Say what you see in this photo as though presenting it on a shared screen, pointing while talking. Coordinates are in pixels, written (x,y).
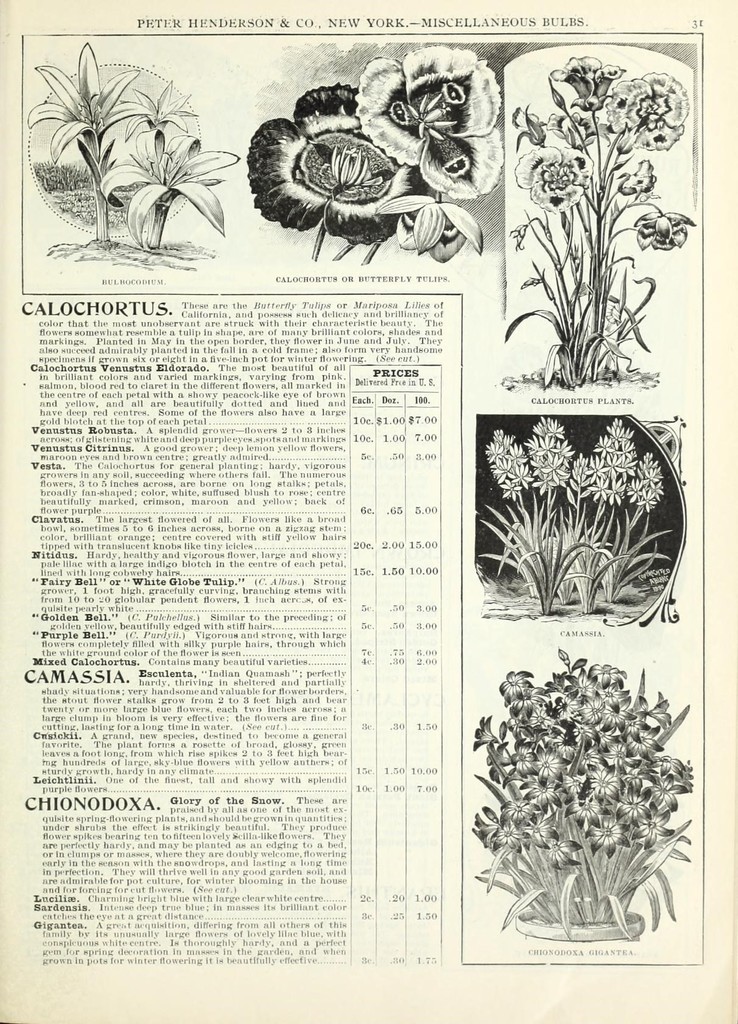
In the picture we can see a magazine (261,1020) with some images (365,112) of flowers (373,107) and plants (575,905) and some information (186,656) about it.
